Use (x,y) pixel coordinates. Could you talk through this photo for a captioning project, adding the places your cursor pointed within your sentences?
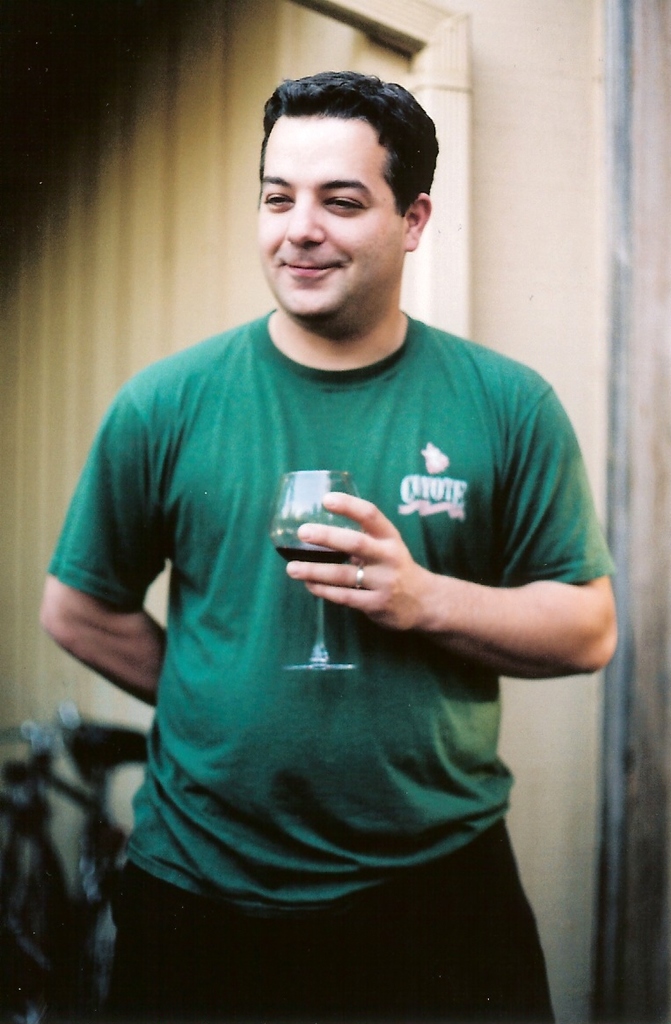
In this picture we can see man (348,455) holding glass (281,517) in his hand (343,503) and smiling and in background (160,198) we can see wall (161,159), pipe (614,413), bicycle (101,725).
